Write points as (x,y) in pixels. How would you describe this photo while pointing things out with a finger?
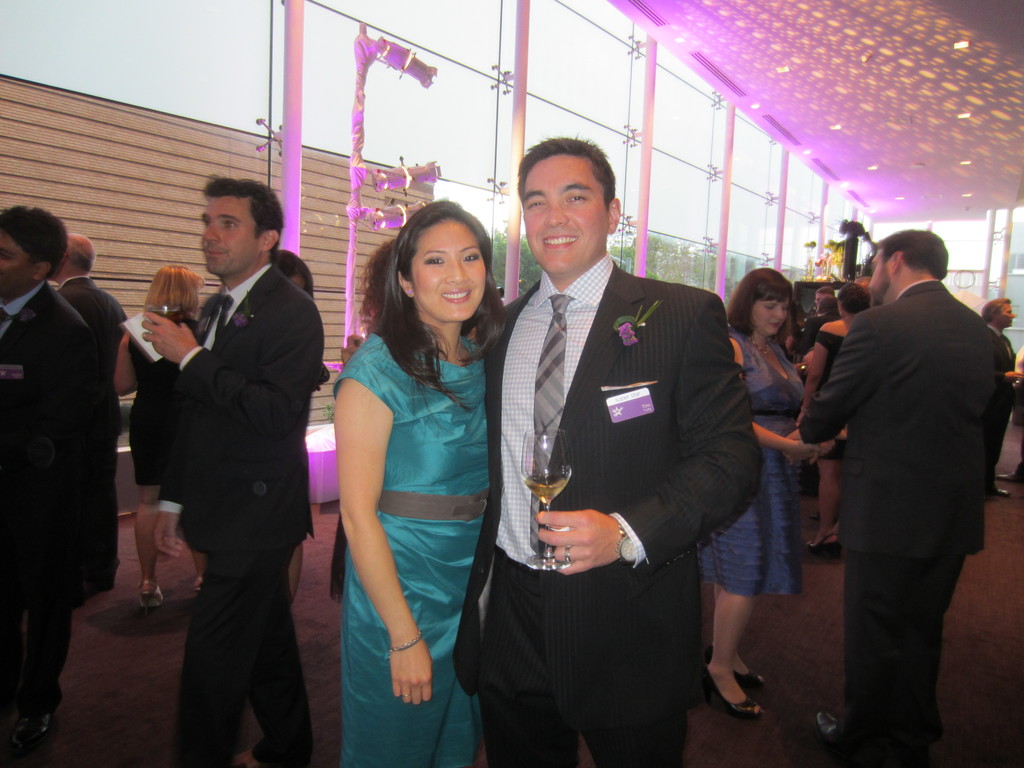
In this image we can see a group of persons (313,366) and among them few persons (641,459) are holding objects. Behind the persons (381,290) we can see a glass wall (445,162) and poles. Through the glass (305,206) we can see trees (629,257) and a brown object (318,213). At the top (617,100) we can see the sky (588,54). In the top right (905,84), we can see the roof (863,89).
